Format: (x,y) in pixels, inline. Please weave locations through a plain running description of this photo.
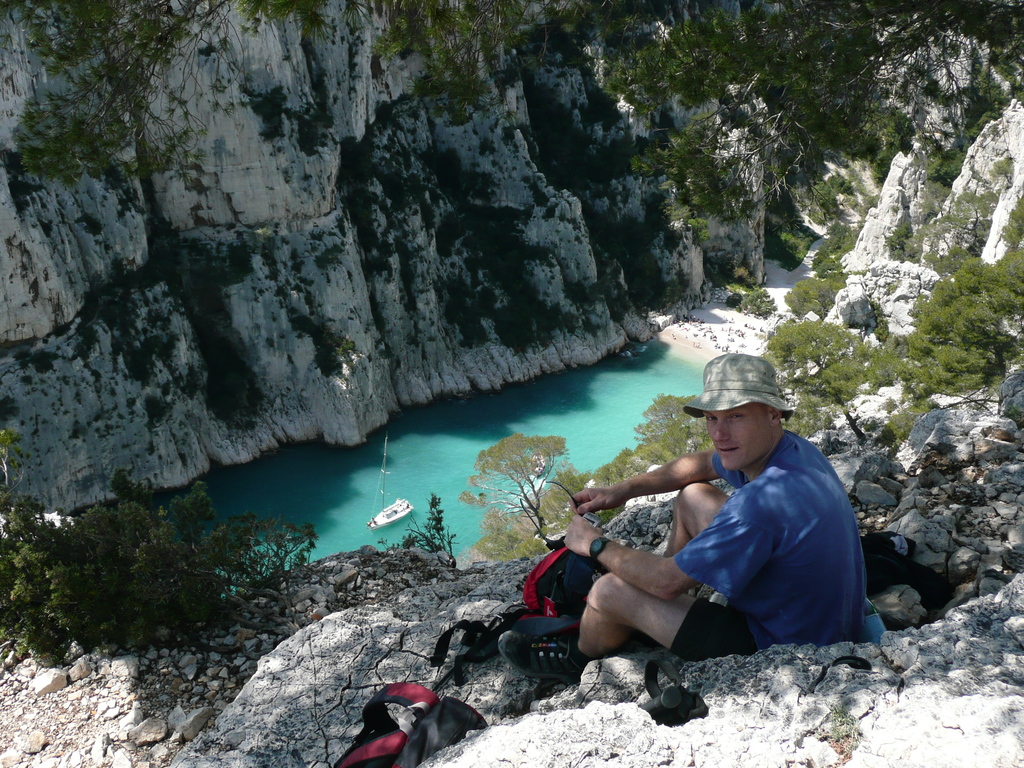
In this image we can see a man (779,560) sitting on the rock (771,704). He is wearing a hat (719,400) and there is a bag (454,714) on the rock (533,716). In the background (345,450) there is water (410,497) and we can see a boat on the water (462,539). There are trees (502,500) and a hill (378,180).
